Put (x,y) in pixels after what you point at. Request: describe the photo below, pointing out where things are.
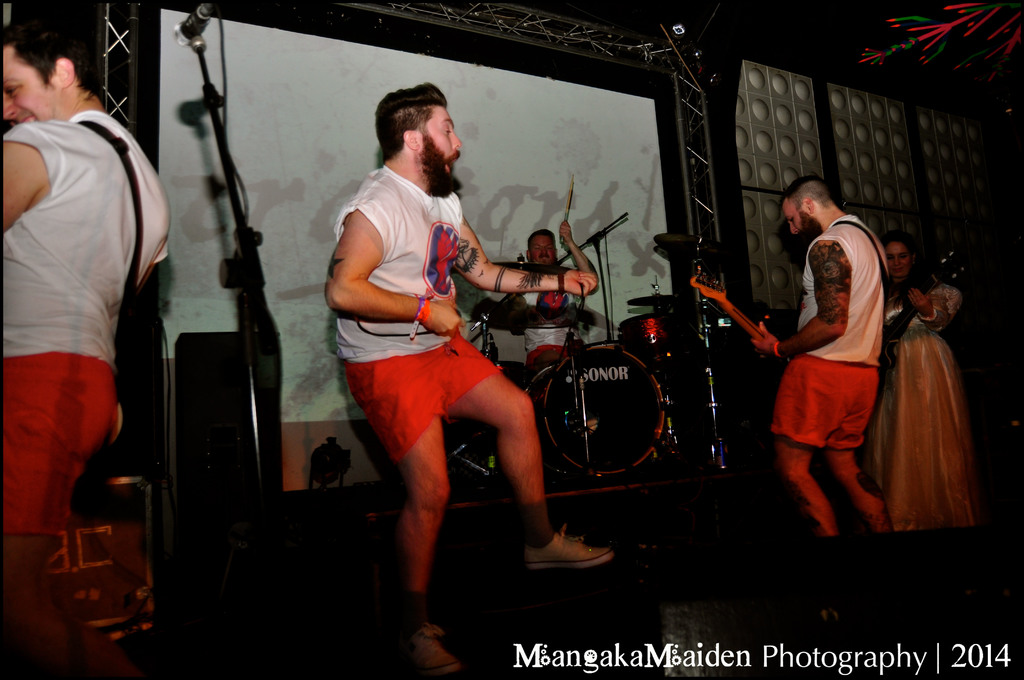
This Image is clicked in a musical concert. There are five persons (805,333) in this image. There is a screen (469,187) behind them. Most of the people (416,506) are playing musical instruments (655,331). There are mics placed on the stage (850,560).
